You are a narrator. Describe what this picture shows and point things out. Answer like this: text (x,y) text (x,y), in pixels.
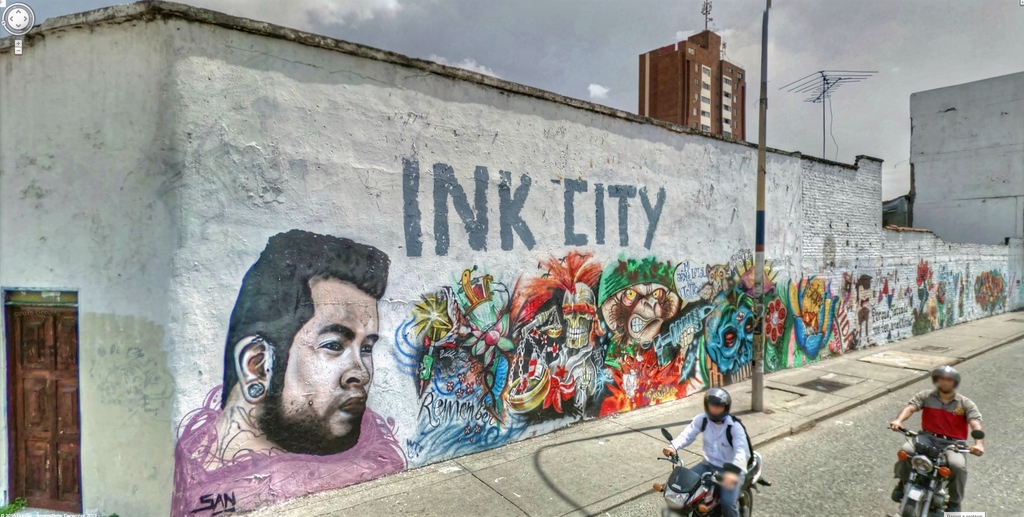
In this picture we can see wall (598,250) with painting (551,309) on it and aside to this wall (847,327) we have a foot path (800,381), road (831,430) and on road (817,440) we can see two persons (702,428) riding bike (935,448) wore helmets (729,410) and in the background (453,40) we can see sky (489,42) with clouds (782,72), building (697,45), pole (762,73) here it is a door (22,355).
